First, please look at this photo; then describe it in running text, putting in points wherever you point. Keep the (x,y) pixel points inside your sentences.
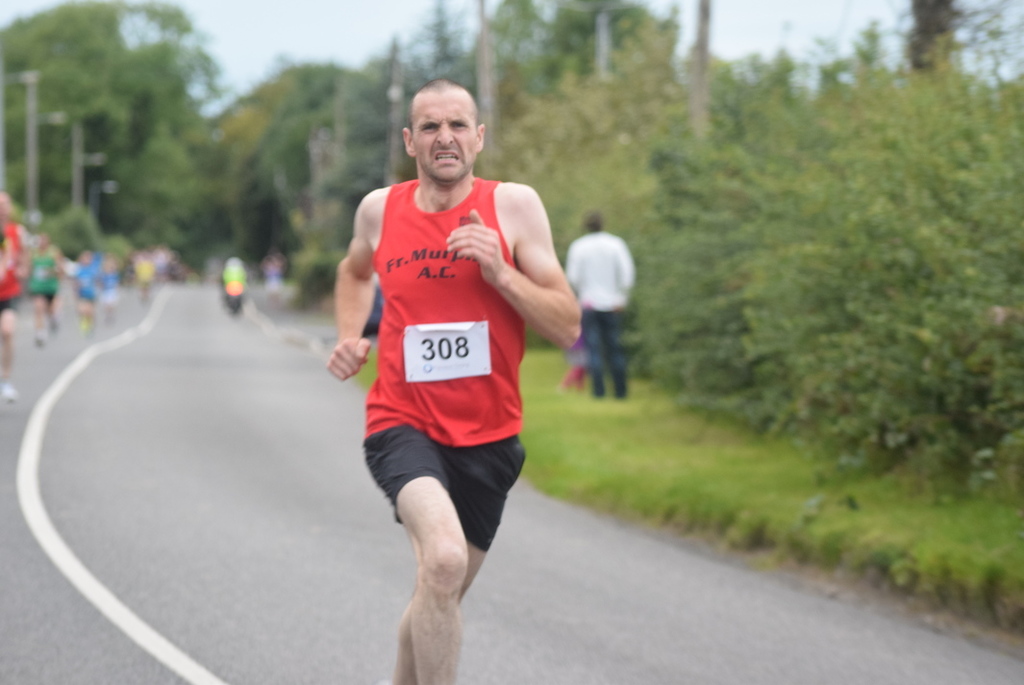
In this image we can see a man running on the road (195,480) and there are some people (9,201). We can see some trees (524,124) and grass (828,465) on the ground (776,520) and the image is blurred in the background (171,58) and at the top (844,33) we can see the sky (856,36).
